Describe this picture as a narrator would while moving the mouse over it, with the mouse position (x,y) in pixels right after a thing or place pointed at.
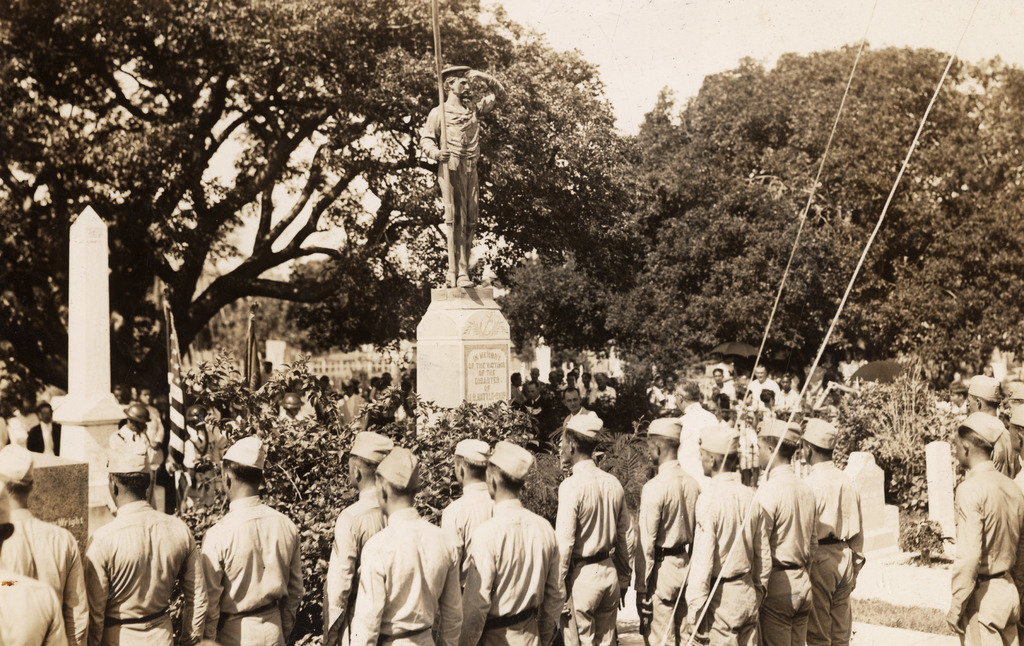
It looks like an old black and white picture. We can see a group of people (735,478) are standing and in front of the people (116,524) there is a statue of a man (454,174) and trees (960,156). Behind the trees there is a sky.
